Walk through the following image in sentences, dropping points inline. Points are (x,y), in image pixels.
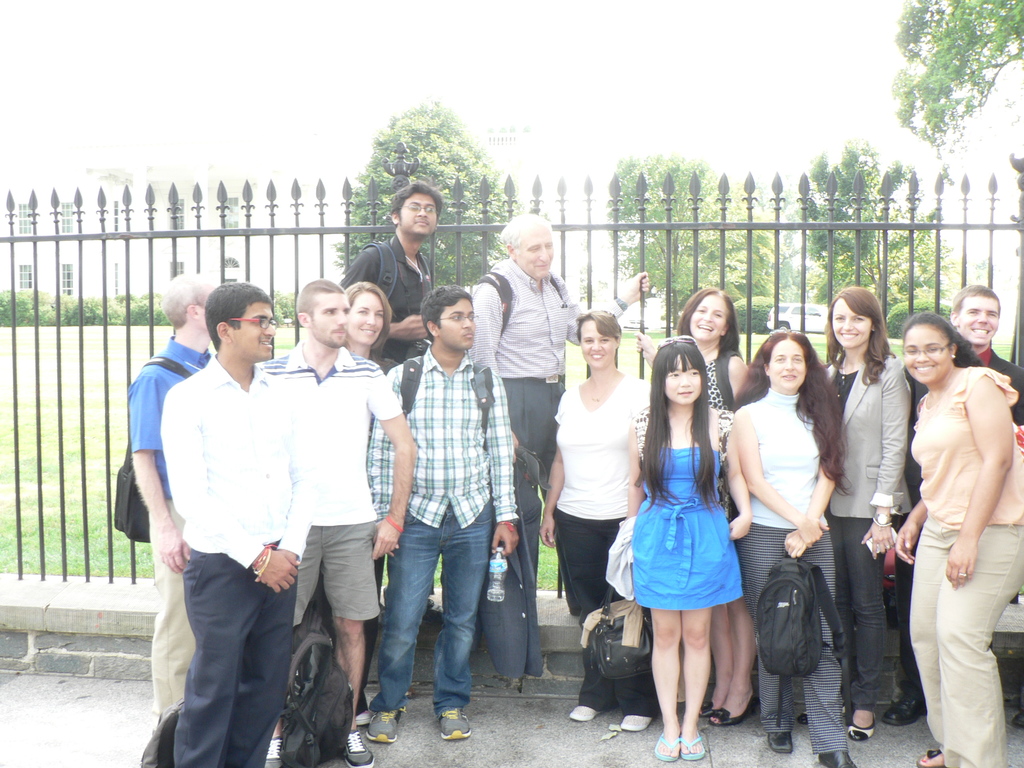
As we can see in the image there are group of people (436,469) standing, fence (85,457), grass (76,363), trees (441,159) and building (111,189).
